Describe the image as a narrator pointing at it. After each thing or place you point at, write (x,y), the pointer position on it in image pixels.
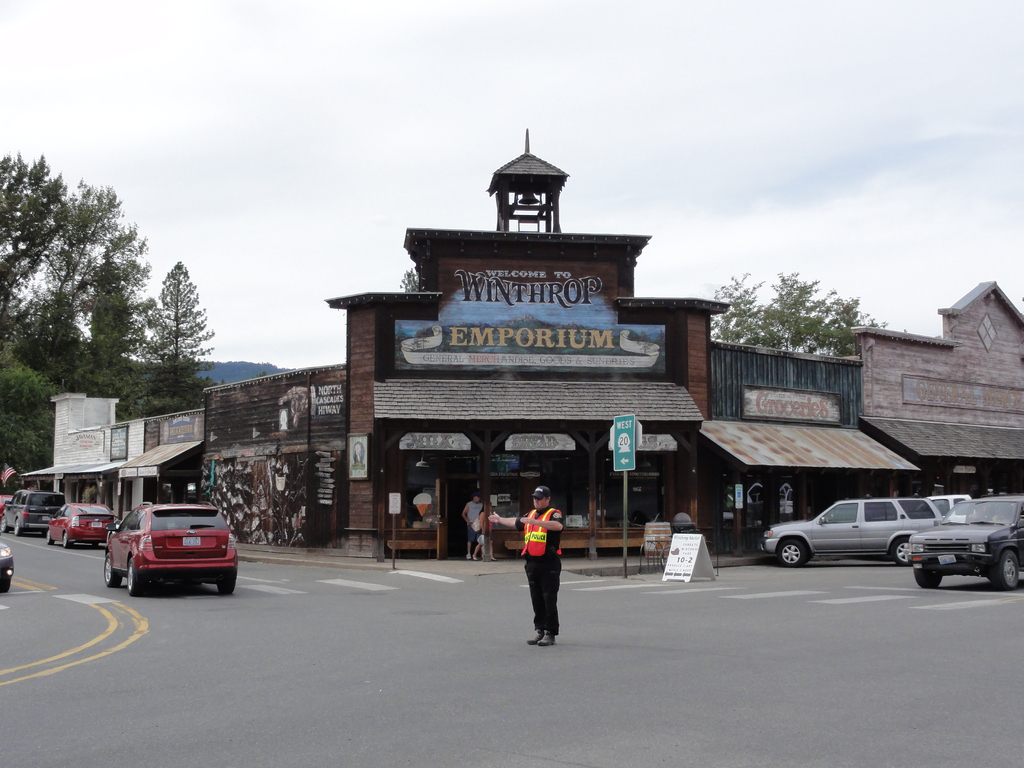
In this image we can see roads (475,588). On the road (89,556) there are many vehicles (985,578). Also there is a person (554,535) wearing cap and jacket (529,542) is standing on the road (512,647). There is a board (635,436) with a pole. In the back (334,440) there are buildings (697,434) with name boards (542,361). In the back (182,336) there are trees (771,319) and sky (518,6).
